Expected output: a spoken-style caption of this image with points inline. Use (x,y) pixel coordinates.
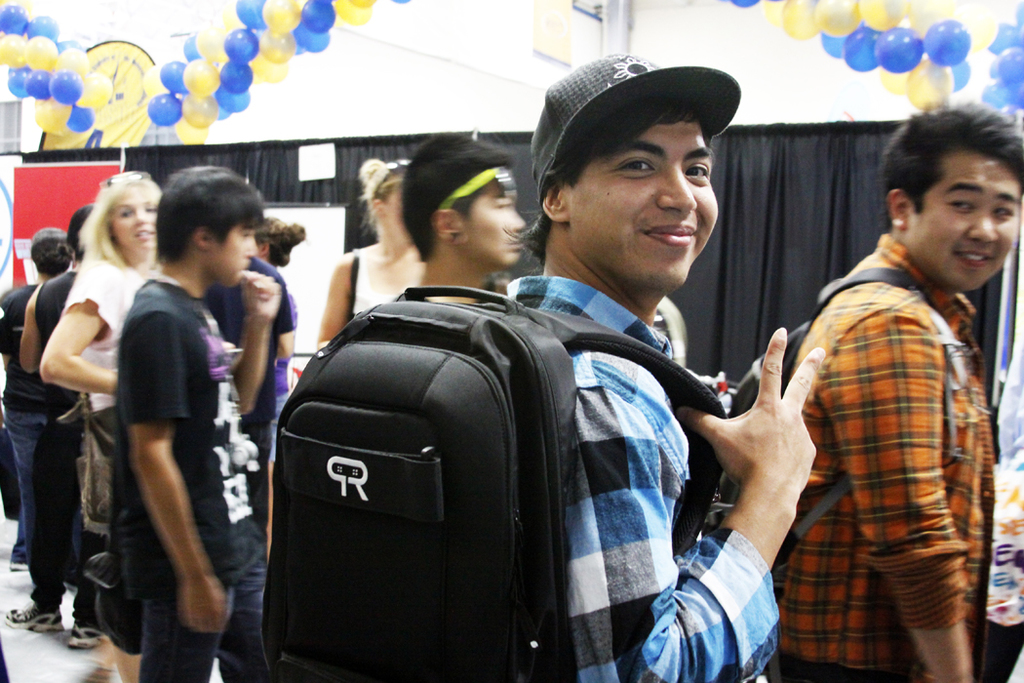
At the top (238,56) we can see it is decorated with blue and yellow color balloons (289,50). Here we can see persons (592,268) standing and these both men (679,261) are smiling. He wore a backpack (477,455) and a black colour cap (638,96).
